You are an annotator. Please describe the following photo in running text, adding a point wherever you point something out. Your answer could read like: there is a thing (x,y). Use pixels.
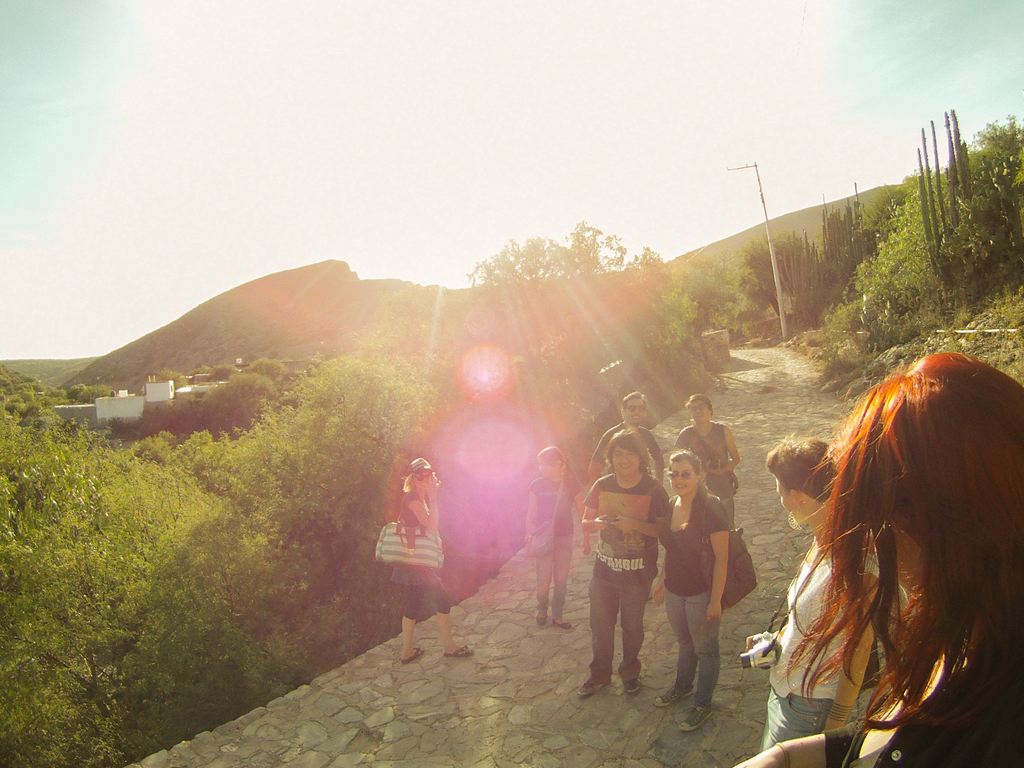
In the foreground of the picture (102,500) we can see people (871,441), path (429,706) and trees (98,543). In the middle of the picture (562,258) there are trees (257,372), current pole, buildings (185,387) and hill (188,343). In the background (362,269) we can see sky (380,105), in the sky (558,236) it is sun (463,234) shining.
